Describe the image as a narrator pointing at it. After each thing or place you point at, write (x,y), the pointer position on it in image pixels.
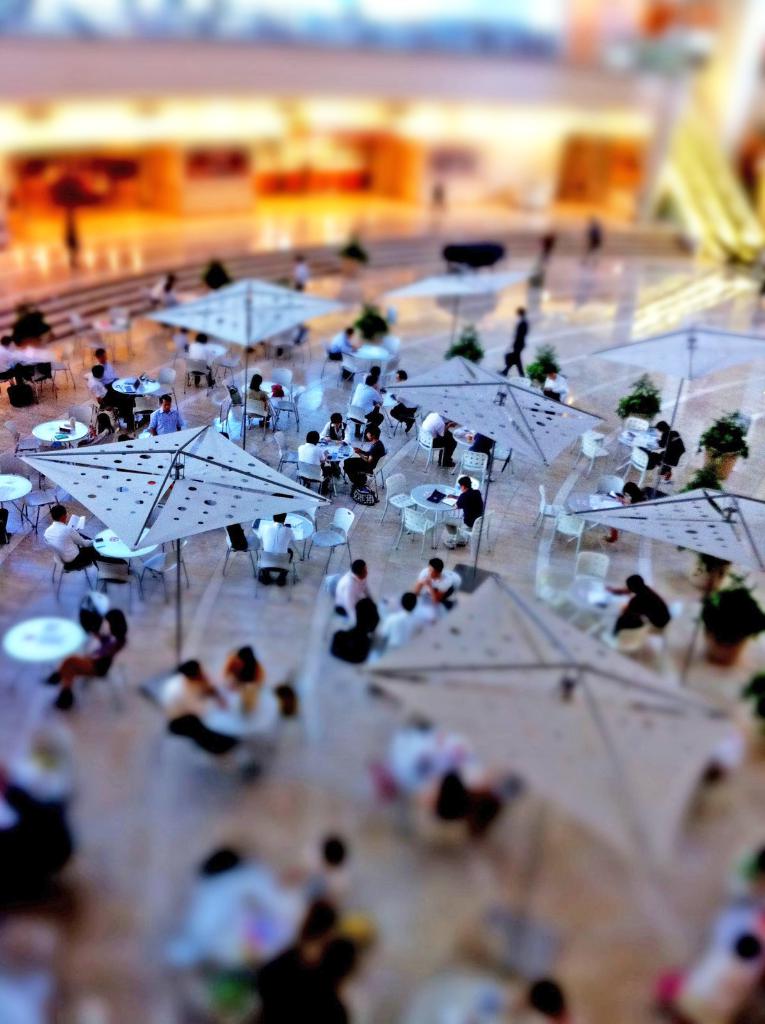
In this picture, we see many people (409,626) are sitting on the chairs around the tables (394,610). There are many chairs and tables (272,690). They are sitting under the white tents (523,687). Behind them, we see the staircase (81,298) and a building (377,155). This picture is blurred in the background (531,236). At the bottom of the picture (304,898), it is blurred.
